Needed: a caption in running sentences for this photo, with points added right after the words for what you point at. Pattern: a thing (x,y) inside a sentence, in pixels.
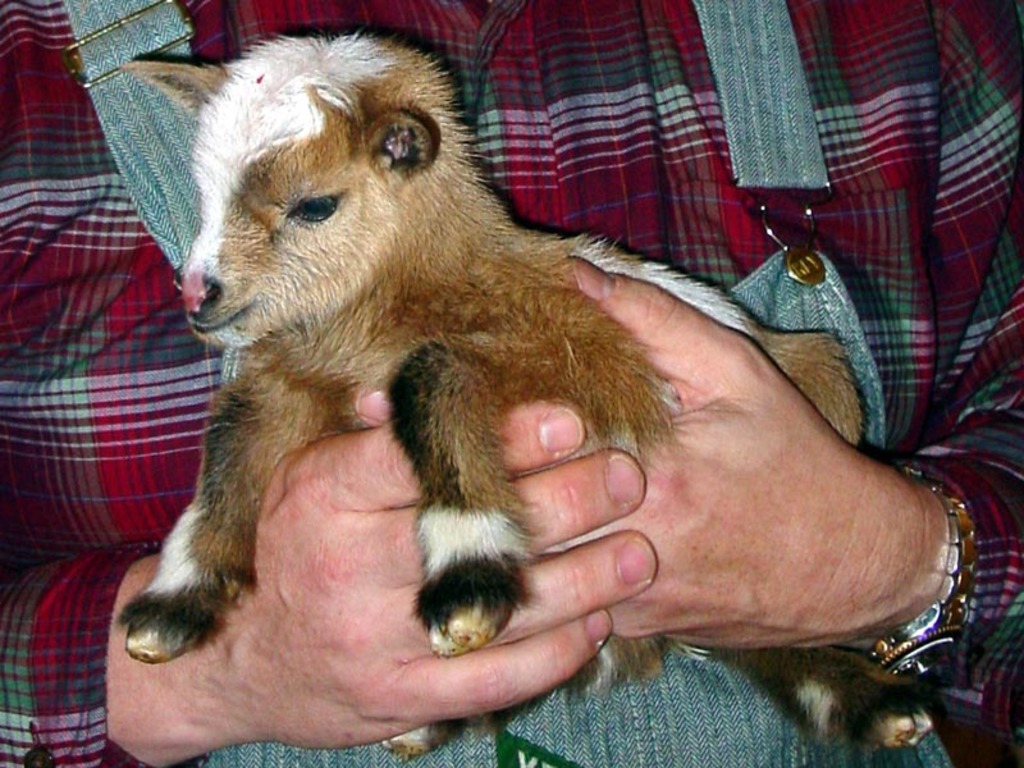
In this picture we can see a man (608,529), who is wearing red color shirt (611,144) with denim overalls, holding a small goat (647,417) in the hands (612,563).
